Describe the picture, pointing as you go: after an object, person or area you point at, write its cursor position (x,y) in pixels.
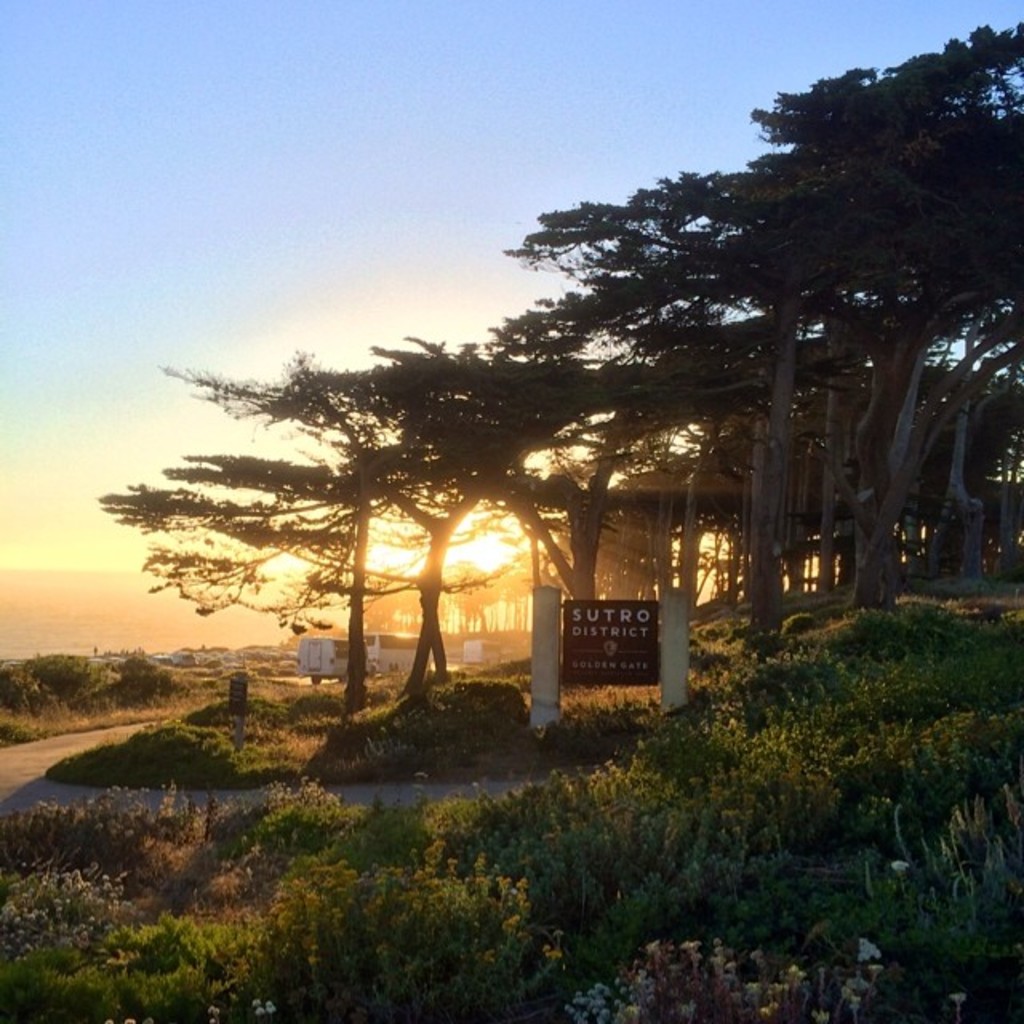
In this image I can see number of plants (755,791) in the front (522,811) and behind it I can see a road (1,794), a board (633,659) and number of trees (476,614). On the board (578,646) I can see something is written and in the background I can see a vehicle (308,652), the sun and the sky (402,332).
